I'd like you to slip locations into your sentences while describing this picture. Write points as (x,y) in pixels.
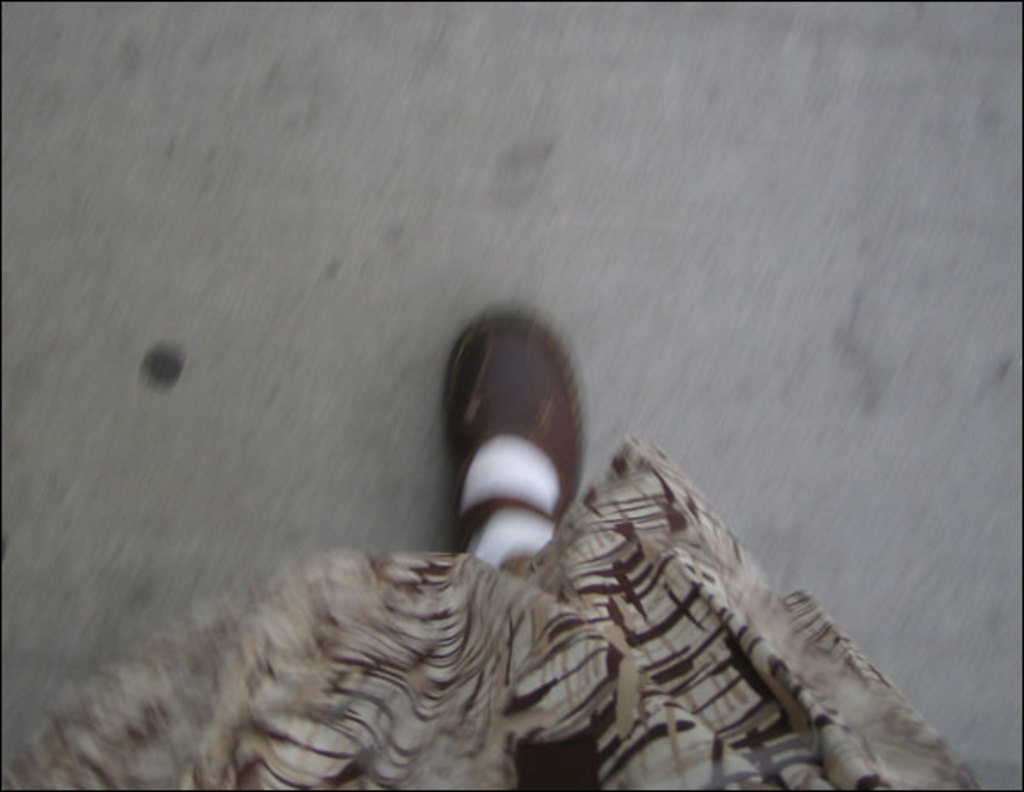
In this image we can see leg (513,451) of a person (513,451) with shoe (513,407). Also there is a cloth (700,691). In the background (724,100) it is blur.
